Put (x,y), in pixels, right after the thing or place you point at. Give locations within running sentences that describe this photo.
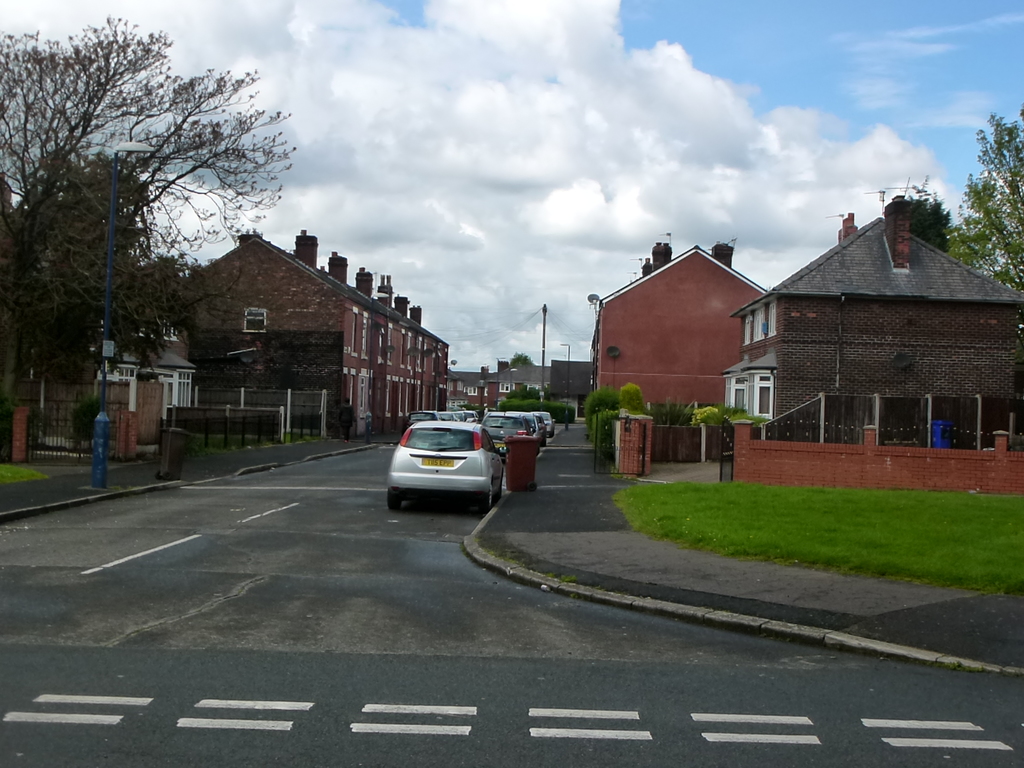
In this picture we can see vehicles (464,471) on the road (341,549), beside this road (341,549) we can see grass (1009,501), plants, here we can see buildings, trees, electric poles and some objects (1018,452) and in the background (903,68) we can see sky (957,65) with clouds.
